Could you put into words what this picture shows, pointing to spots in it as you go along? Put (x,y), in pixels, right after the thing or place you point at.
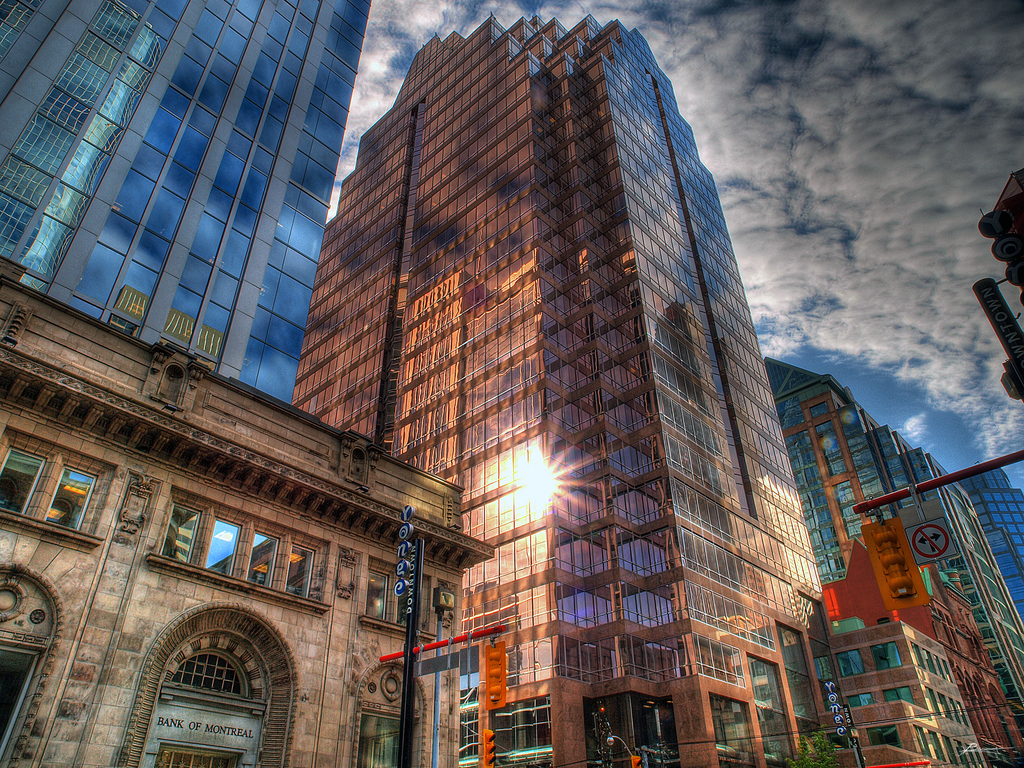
In this image there are buildings (608,531) and poles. We can see traffic lights (907,564). In the background (808,148) there is sky (733,142).
